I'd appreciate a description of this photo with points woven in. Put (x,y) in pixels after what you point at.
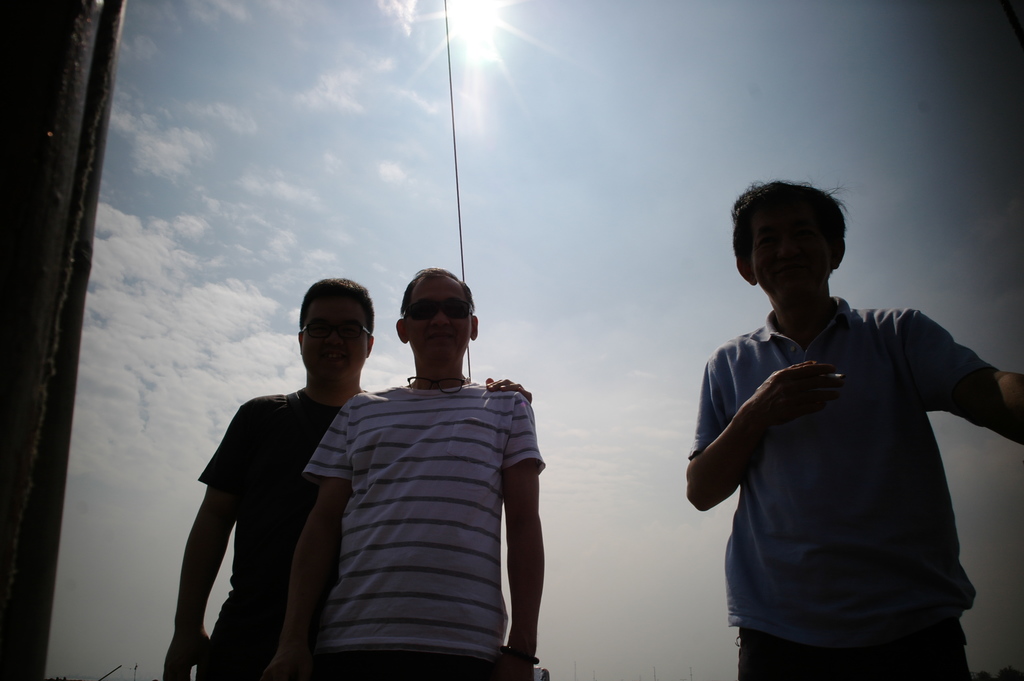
This picture describes about group of people (424,368), few people (484,518) wore spectacles (457,313), in the background (207,401) we can see clouds (267,262), cable (454,127) and the sun (483,42).
